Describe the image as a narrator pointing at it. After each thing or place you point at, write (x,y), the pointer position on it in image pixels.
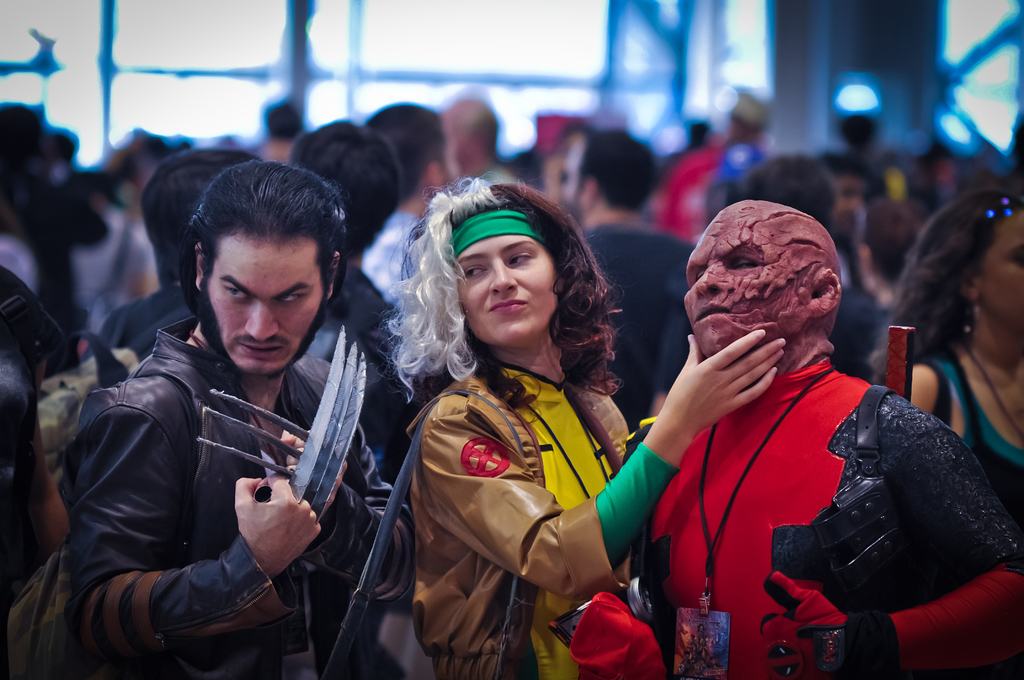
In the center of the image (543,333) we can see two people (744,431) are standing and wearing costume (674,465). On the left side of the image (209,348) we can see a man (299,444) is standing and wearing jacket (146,525) and holding an object (357,415). In the background of the image (367,417) we can see a group of people (872,360) are standing. At the top of the image (486,55) we can see the wall (825,27), light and glass wall (403,66).
